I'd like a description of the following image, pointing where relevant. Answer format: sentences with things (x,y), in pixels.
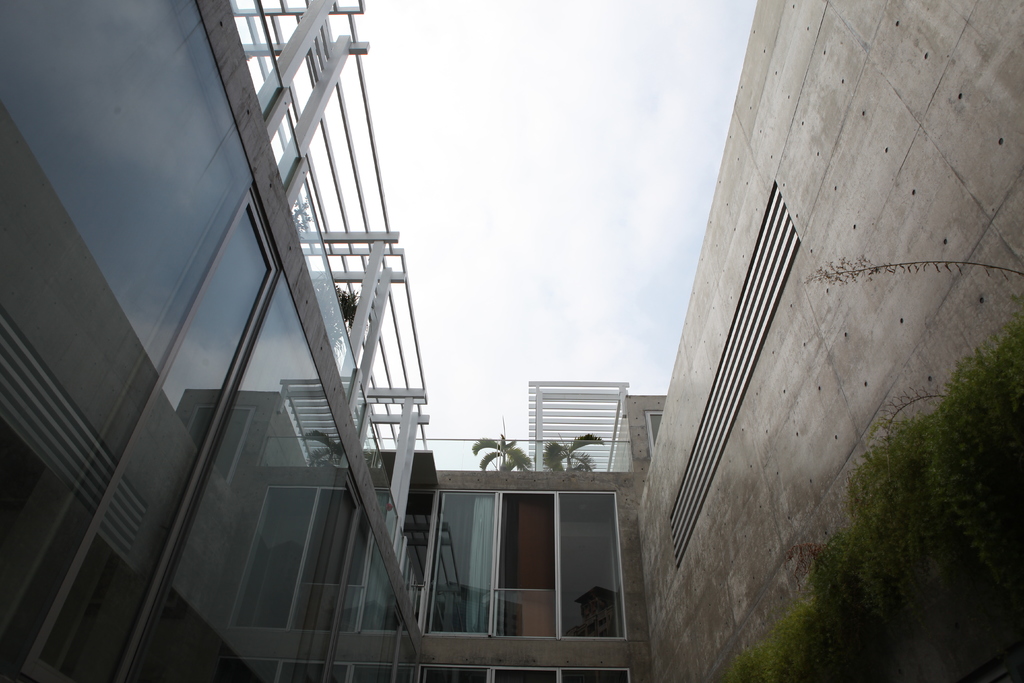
In this image we can see a building (447,549) with the windows (415,570) and a fence (485,452). We can also see some plants (850,568) and the sky (516,252) which looks cloudy.
